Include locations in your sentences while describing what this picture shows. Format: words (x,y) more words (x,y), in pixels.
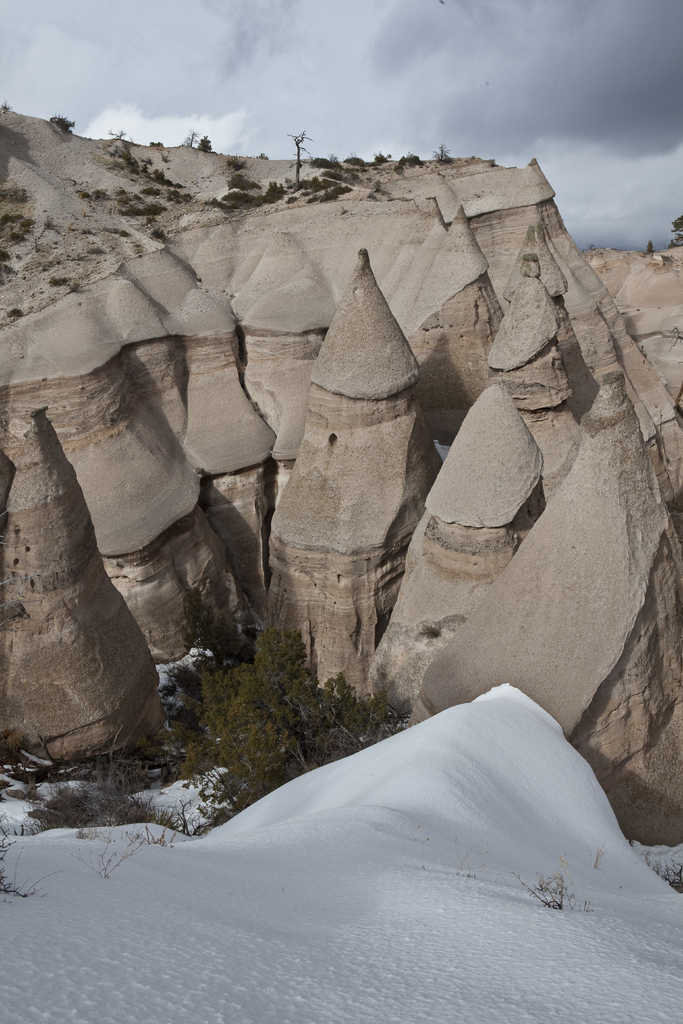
In this picture we can see snow (233,827), trees (242,764), rocks (281,433) and a cloudy sky (488,87).
